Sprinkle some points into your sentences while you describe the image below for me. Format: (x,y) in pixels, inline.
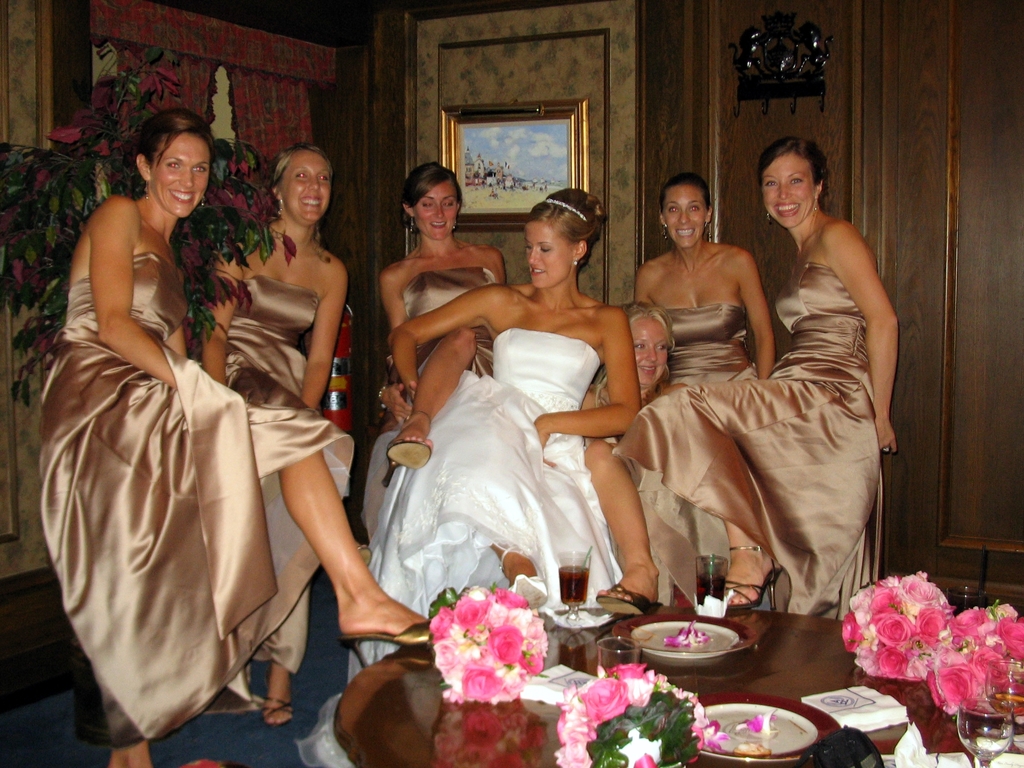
In the middle (456,322) a beautiful woman (471,445) is sitting. She wore a white color dress (512,463) and few other women (857,425) are standing at here. There are flowers (450,653) on this table (477,726).
